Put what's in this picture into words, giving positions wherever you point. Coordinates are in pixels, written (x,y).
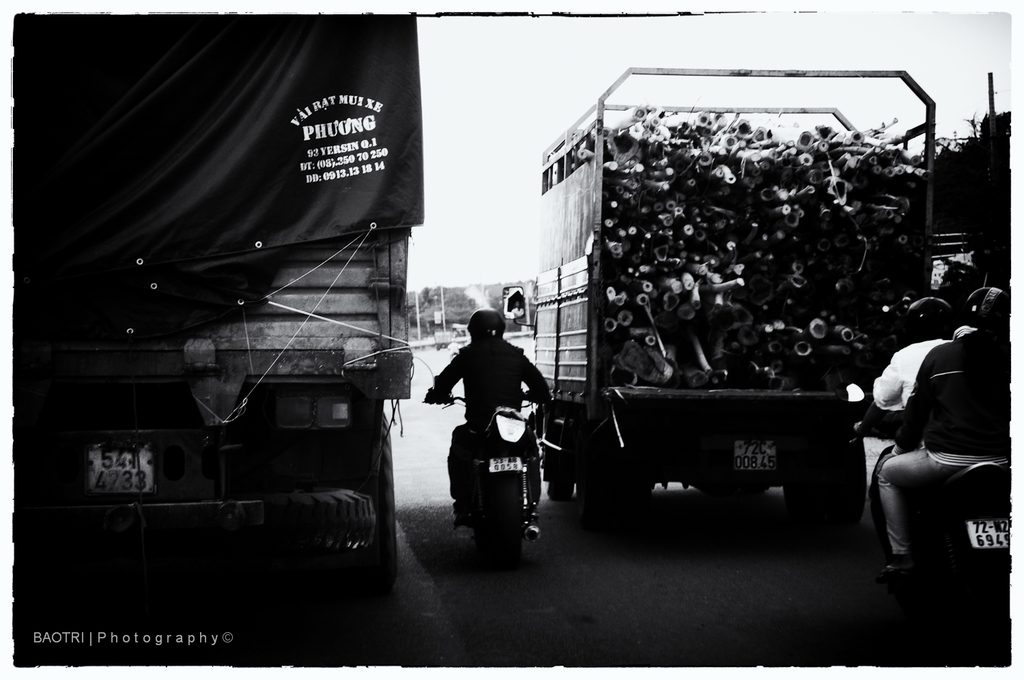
In the foreground (499,595) I can see a group of people (949,447) are riding bikes (525,520) and vehicles (597,385) on the road (741,531). In the background (515,248) I can see trees (501,307), light poles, buildings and the sky (537,239). This image is taken may be during a day on the road (649,618).
